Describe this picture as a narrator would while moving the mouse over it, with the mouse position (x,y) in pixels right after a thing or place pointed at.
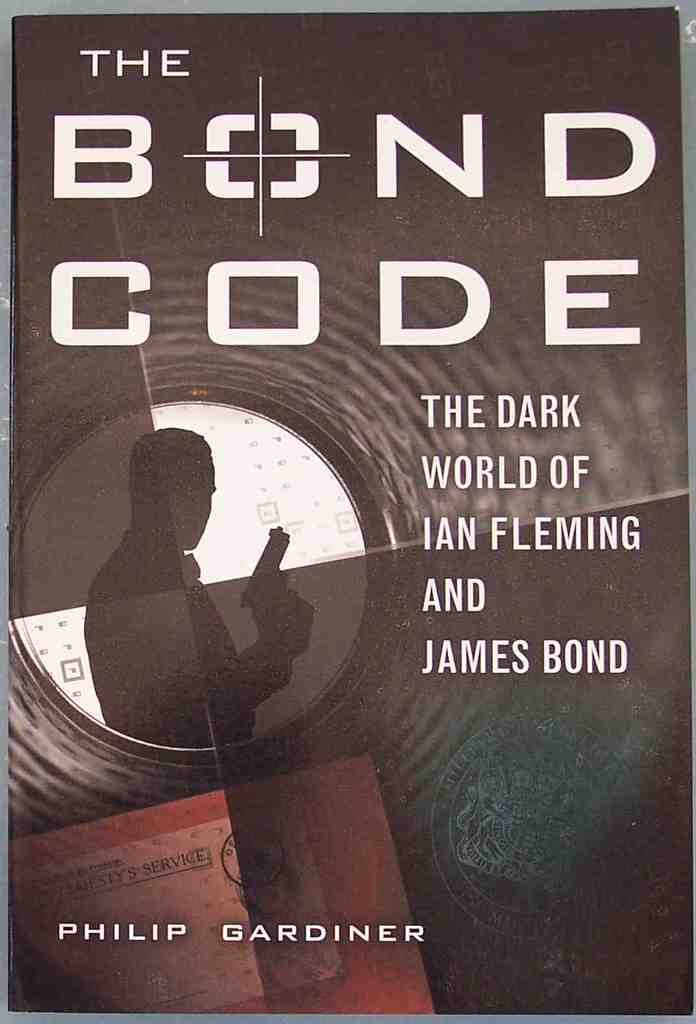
In this image, we can see depiction (211,721) of a person (219,638) and some text (252,289).
